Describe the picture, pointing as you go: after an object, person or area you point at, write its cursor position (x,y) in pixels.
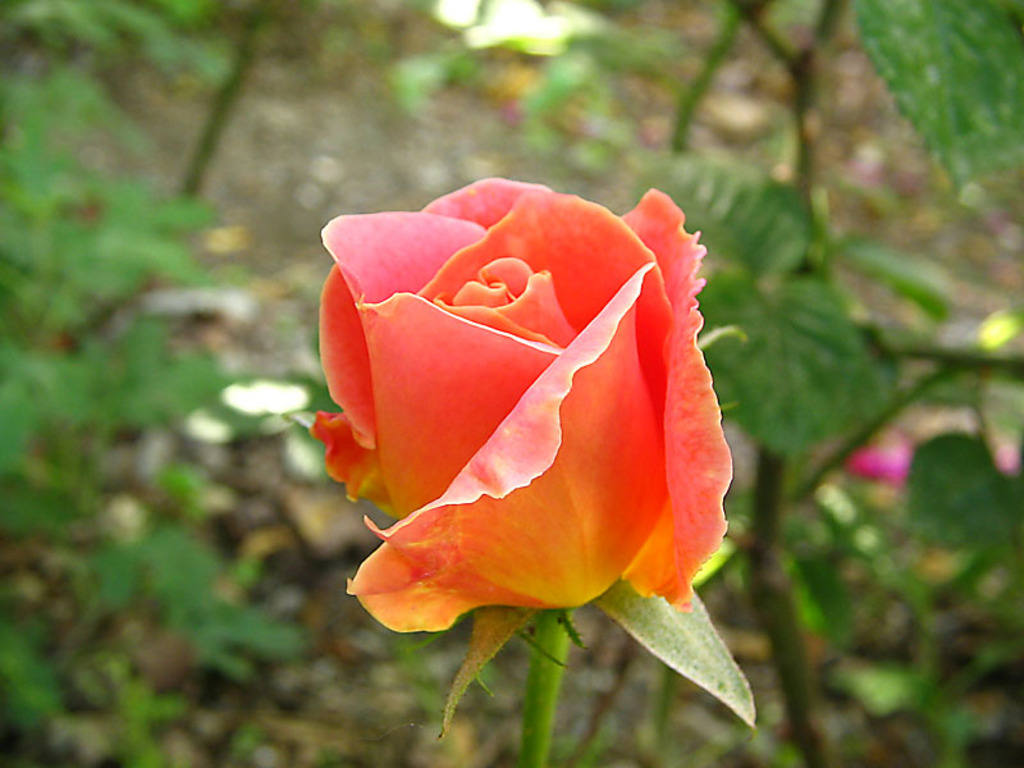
In the middle of the image (517,385) I can see the flower (367,378). In the background (995,125), I can see trees (77,173). The background of the image (10,402) is blurred.
